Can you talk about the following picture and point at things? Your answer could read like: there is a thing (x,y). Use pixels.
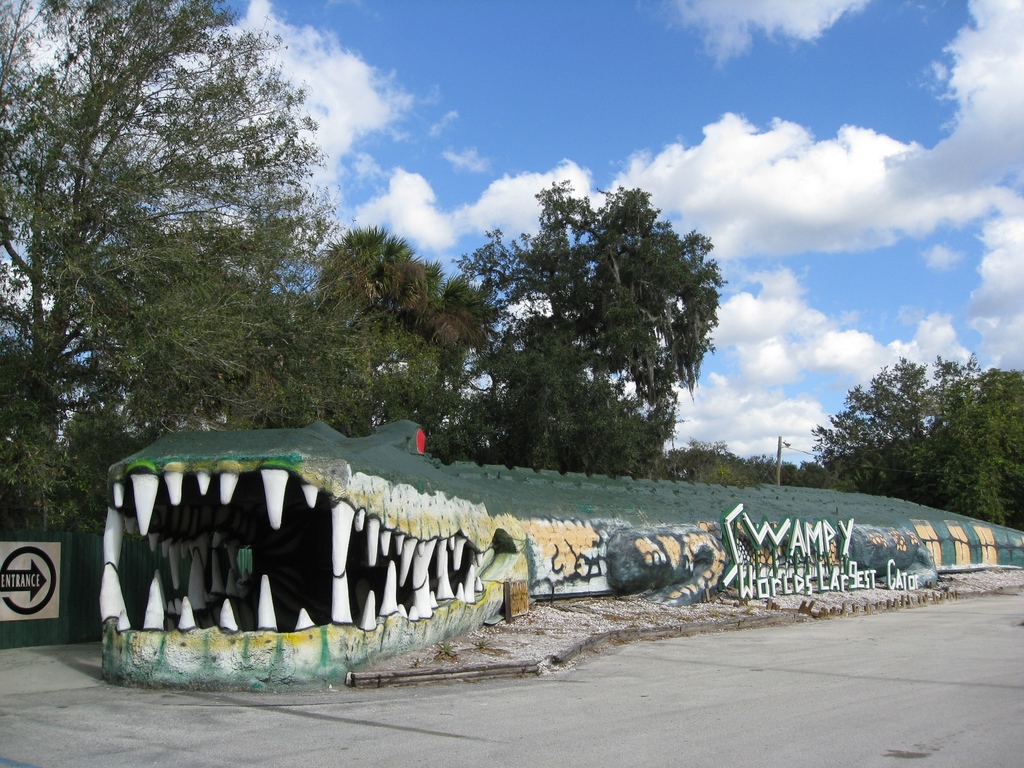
In the center of the image (588,502) we can see one crocodile architecture (576,576). On the crocodile architecture (642,572), it is written as "Swampy World's Largest Gator". In the background (671,461), we can see the sky (875,248), clouds (918,223), trees (552,270), one sign board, one pole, road (77,656) and a few other objects (96,538).
